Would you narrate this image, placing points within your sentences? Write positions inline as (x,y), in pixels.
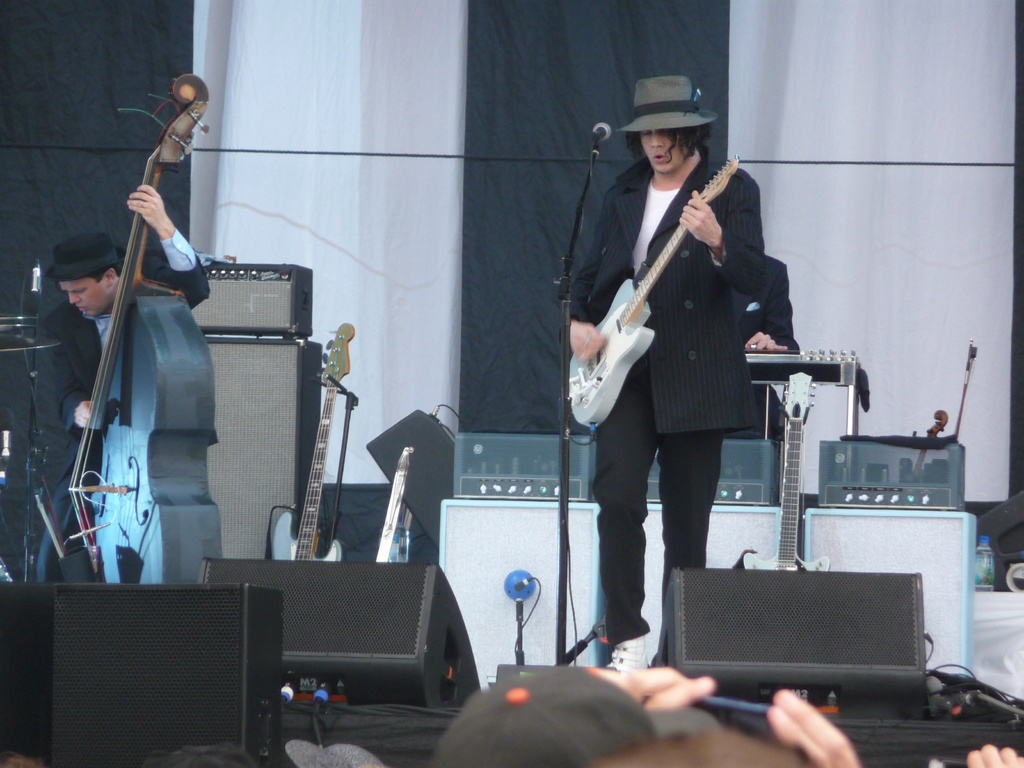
It is the music show there are total three people (104,286) playing music in different instruments (612,320), there are also few other music systems (437,508) and speakers (388,582) in the background (499,261) there is a black and white curtain (396,137), the audience (602,715) standing in front (615,705) are enjoying the concert.
